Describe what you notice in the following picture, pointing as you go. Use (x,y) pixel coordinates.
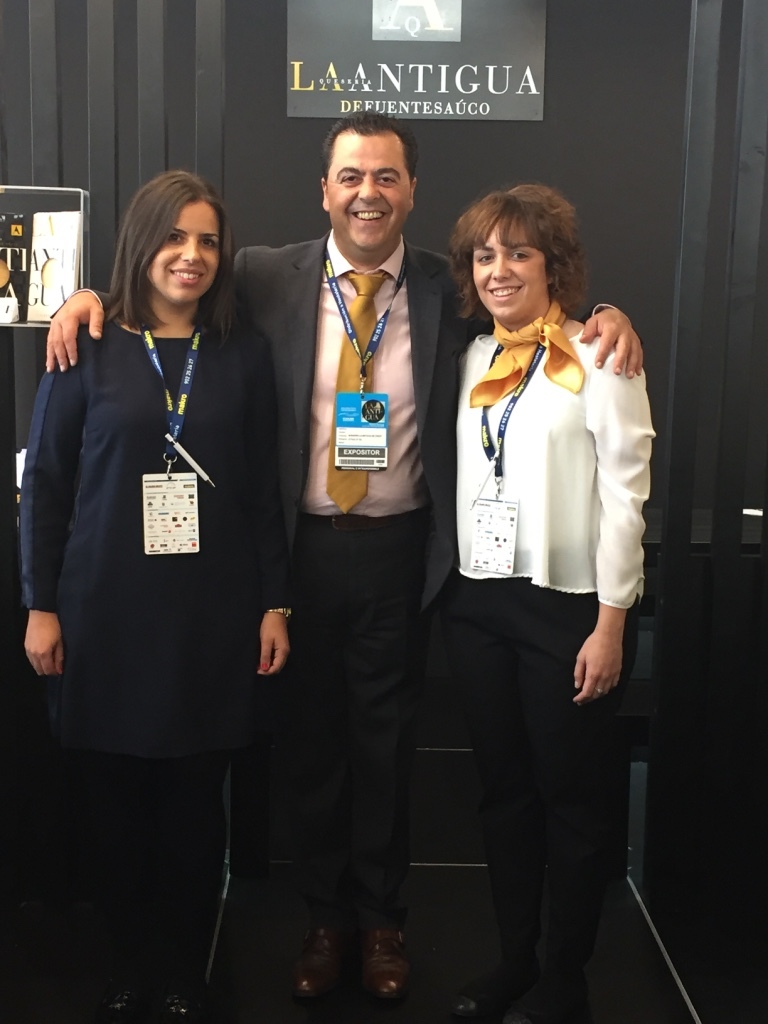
In this picture we can observe three members (305,478) standing. One of them was a man (301,490) and the other two (259,438) were women (528,521). All of them were smiling and wearing blue color tags (361,361) in their necks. In the background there is a wall (280,96) which is in black color.
